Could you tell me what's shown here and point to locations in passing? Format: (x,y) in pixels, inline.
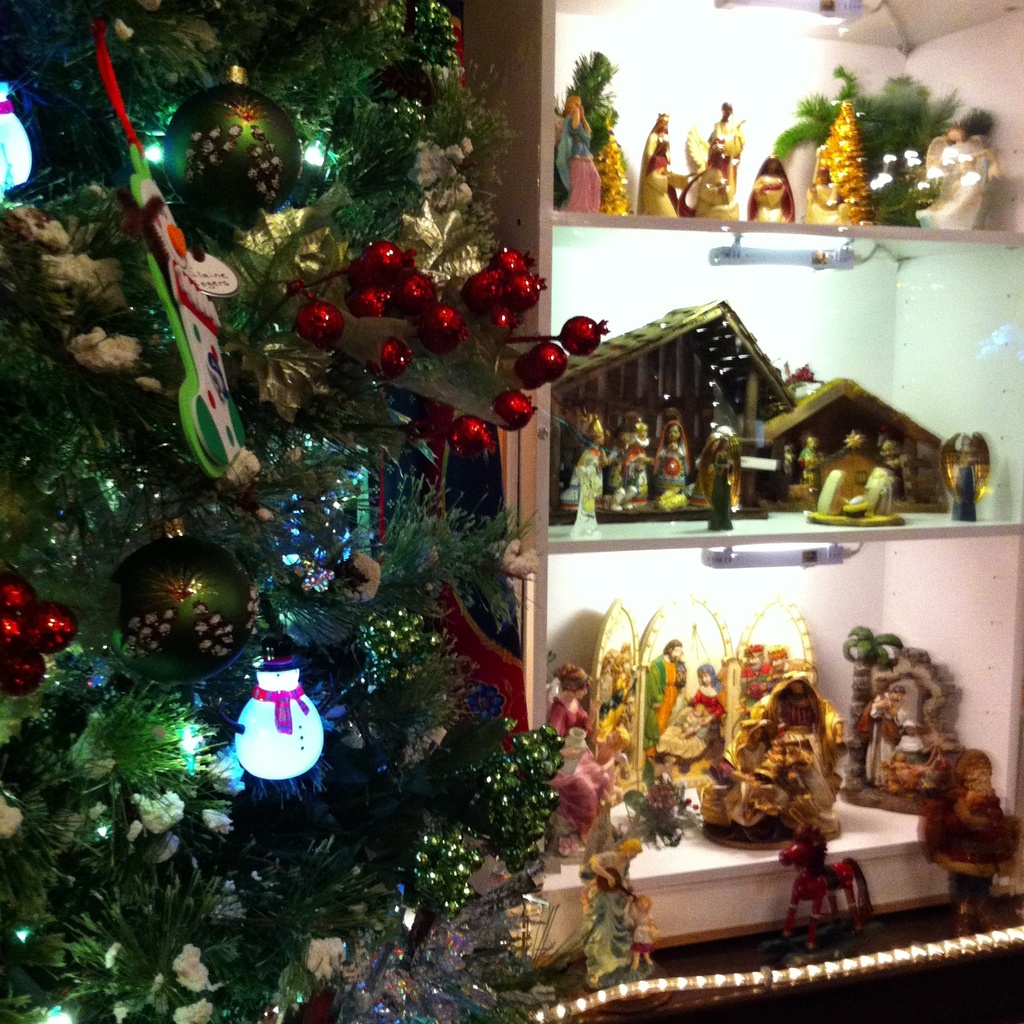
In this image in the left (307,725) there is a Christmas tree (265,639). In the right (766,180) on a shelf (792,94) there are many statues (766,216).
